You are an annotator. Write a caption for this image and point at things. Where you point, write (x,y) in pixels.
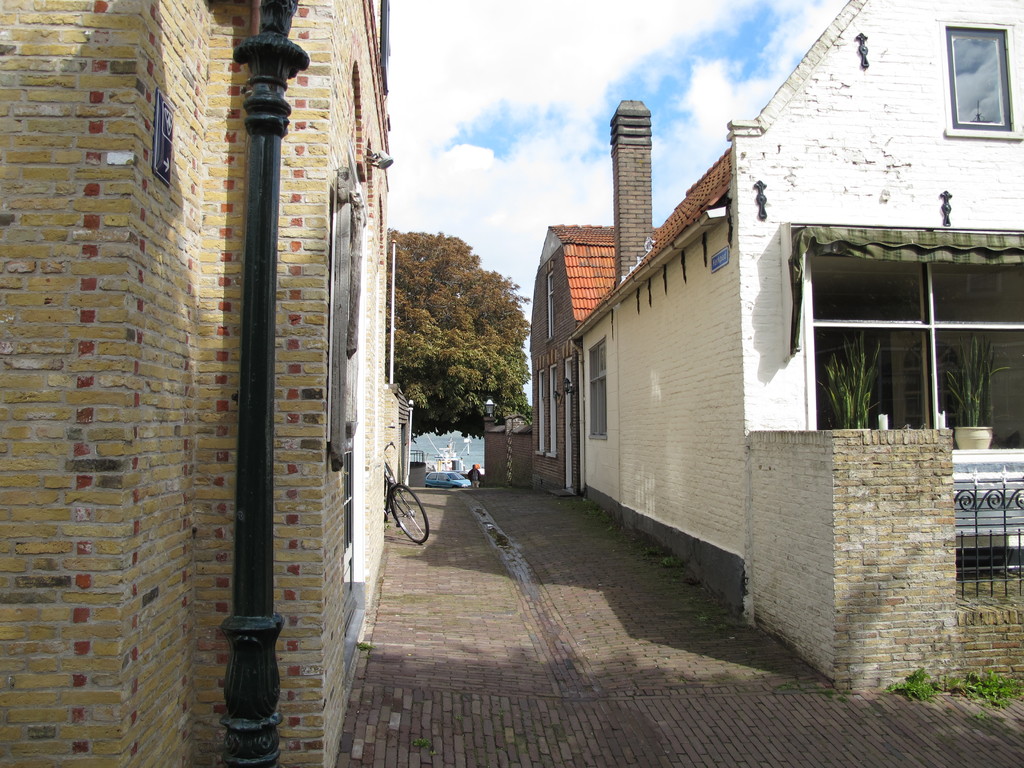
In this picture there are buildings (990,266) and trees (479,408). On the right side of the image (981,392) there are plants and there is a railing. On the left side of the image (222,752) there is a board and there is a pipe (245,700) on the wall (173,75). In the middle of the image (387,501) there is a bicycle (394,484) and there is a car (442,481) and there is a person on the pavement (523,609). At the back (435,447) it looks like a ship (432,464) on the water (421,447). At the top (489,131) there is sky (462,105) and there are clouds (432,109).
